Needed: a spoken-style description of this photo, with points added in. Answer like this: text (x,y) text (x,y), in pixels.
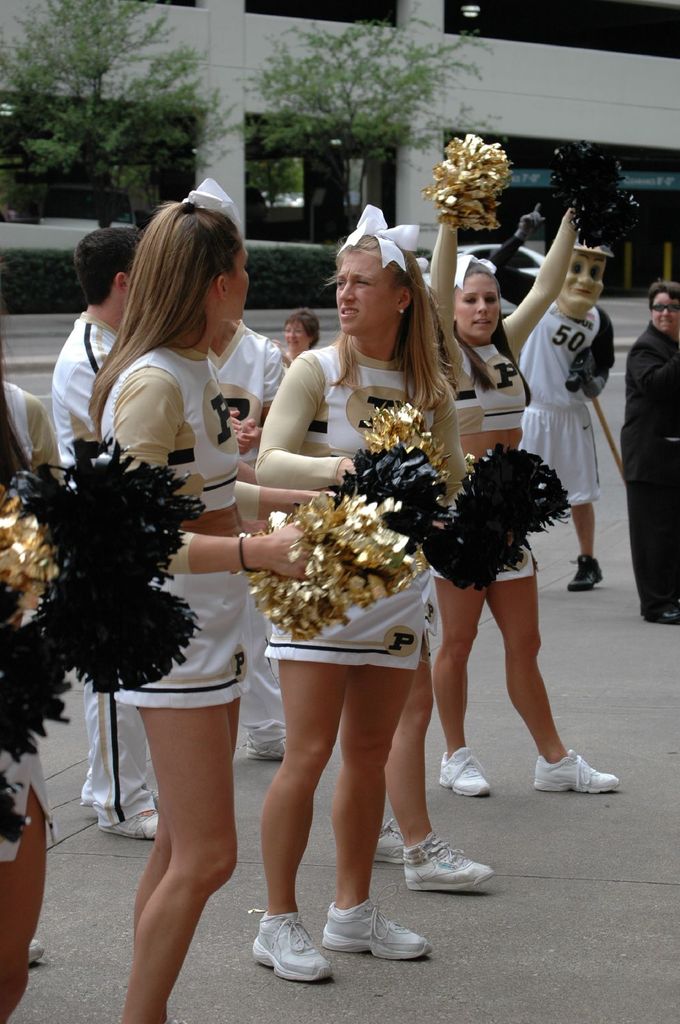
In this image there are group of persons (539,407) standing and in the background (257,105) there are trees (193,87) and there is a building (237,84) which is white in colour. In front of the building (49,243) there are plants (260,262). In the front (303,710) there are women (437,522) standing and holding an object (362,578) which are black and golden colour.
